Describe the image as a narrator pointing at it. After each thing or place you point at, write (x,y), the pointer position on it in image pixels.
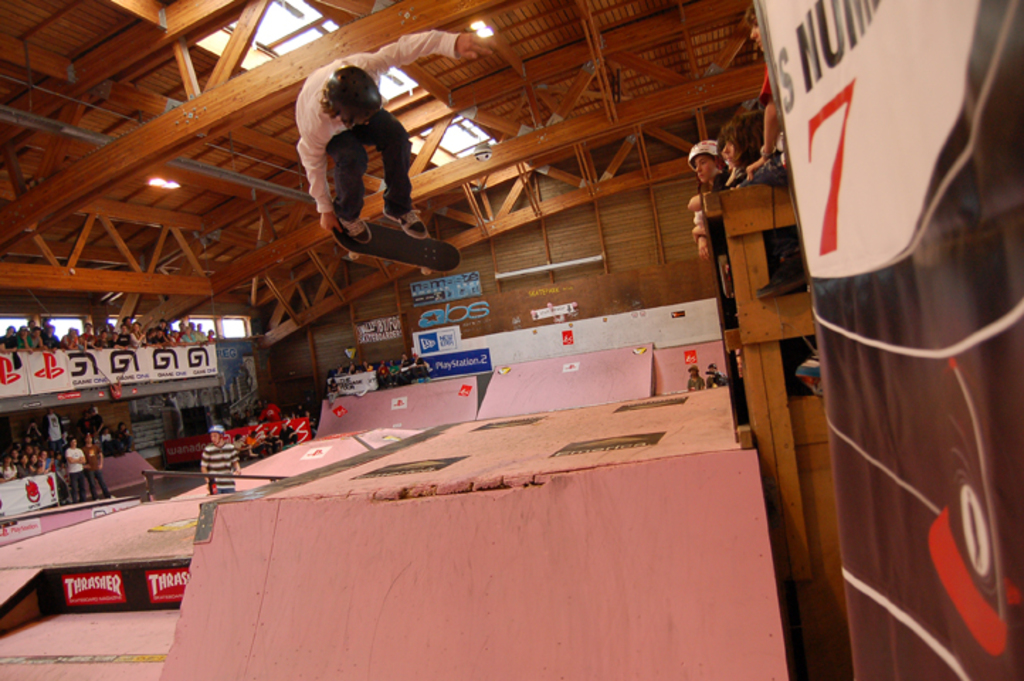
In this image I can see there is a person (310,174) skating and there are a few audience (87,328) watching him, there are lights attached to the ceiling (484,18) and there are few banners (916,439).
